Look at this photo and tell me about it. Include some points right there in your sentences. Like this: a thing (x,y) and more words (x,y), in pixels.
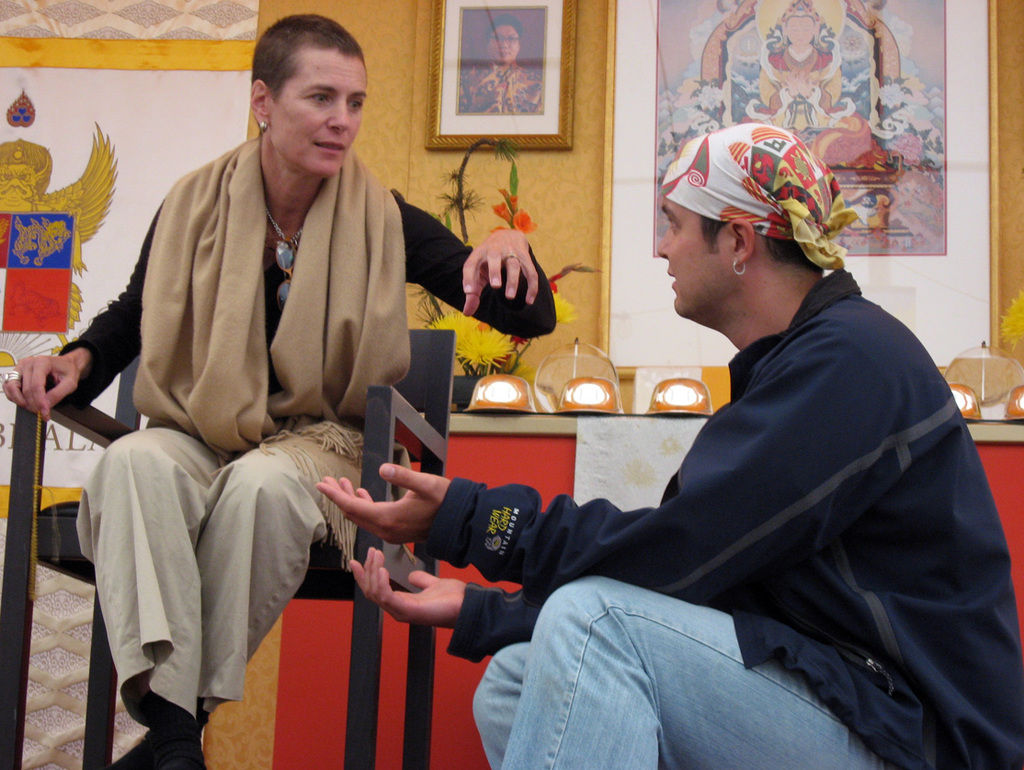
In this image we can see a man (741,398) and a woman (353,331) sitting and talking. In the background (478,39) we can see frames (557,86) attached to the wall (599,106). We can also see a flower vase (526,213).
